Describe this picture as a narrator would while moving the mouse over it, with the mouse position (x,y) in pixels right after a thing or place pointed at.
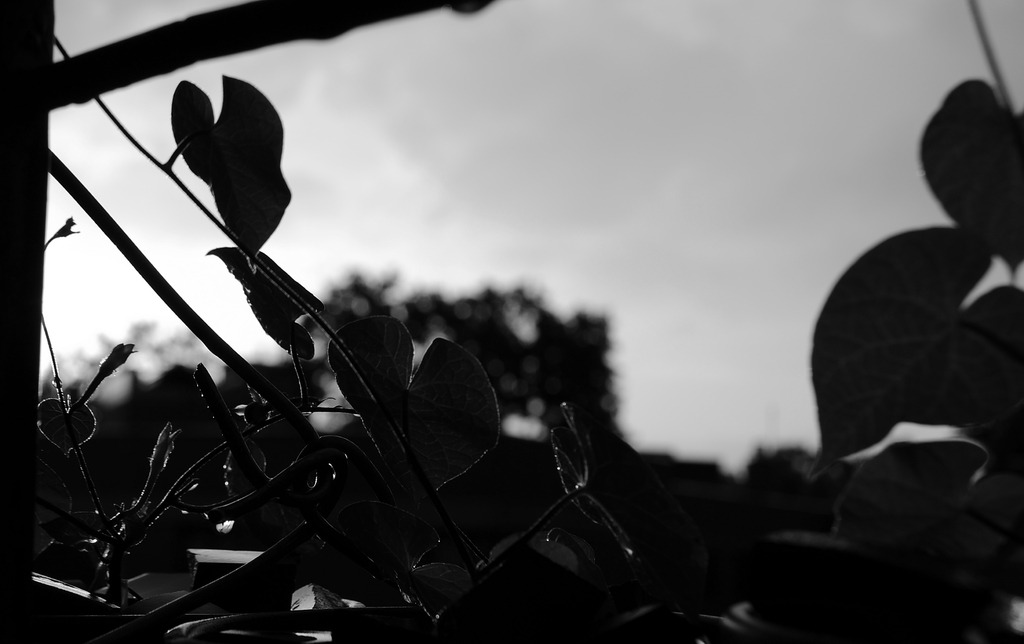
In this image I can see few leafs (843,420), few trees (416,338) and I can see this image is black and white in colour.
